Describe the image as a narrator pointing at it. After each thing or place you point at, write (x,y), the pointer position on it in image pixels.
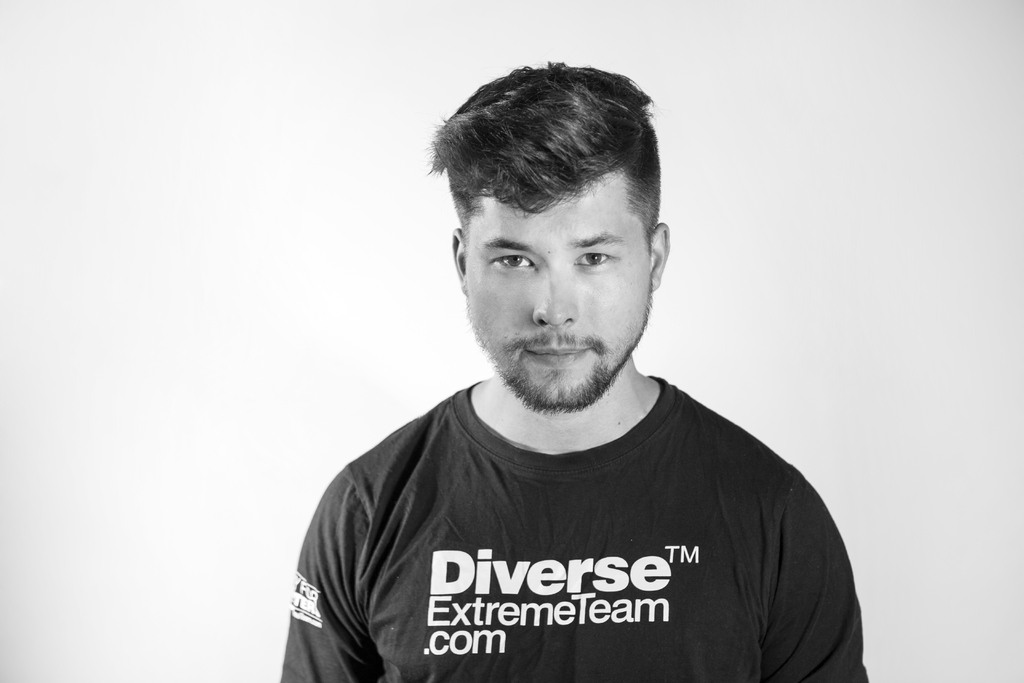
It is a black and white image, there is a person (598,304) and he is standing in front of a white background (410,372).
